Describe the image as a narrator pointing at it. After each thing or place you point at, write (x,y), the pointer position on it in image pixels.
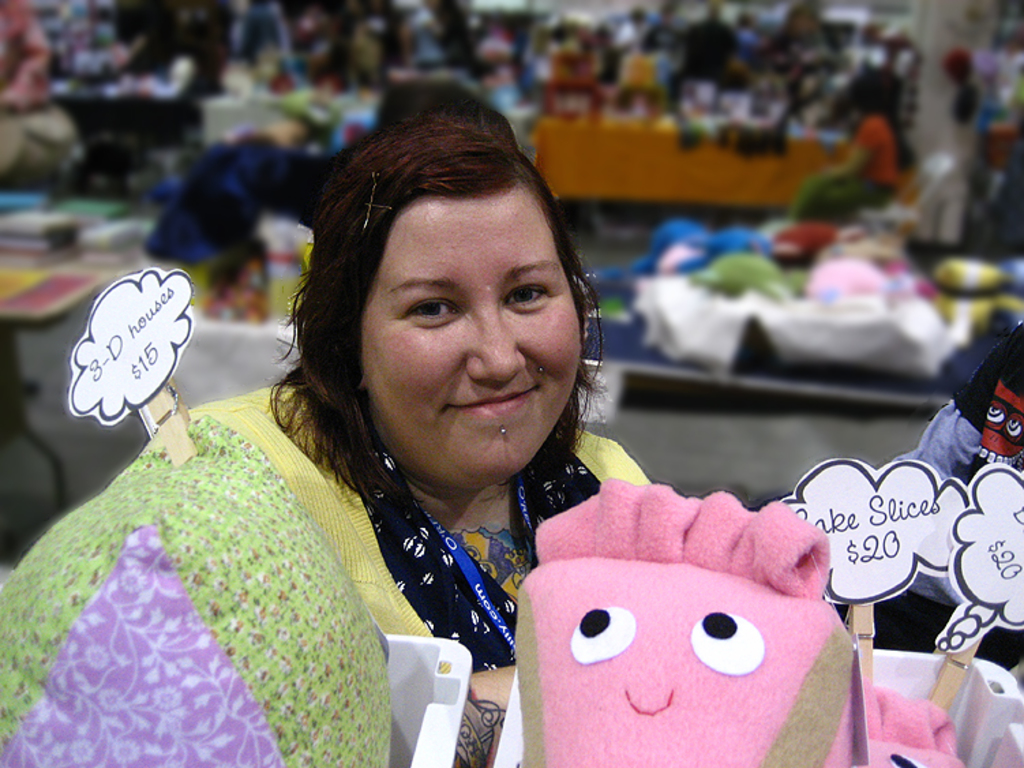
Here we can see a woman (497,725) and she is smiling. There is a pillow (335,583), toy (760,561), and boards (865,557). There is a blur background (992,274) and we can see few persons (986,438) and objects (864,294).
